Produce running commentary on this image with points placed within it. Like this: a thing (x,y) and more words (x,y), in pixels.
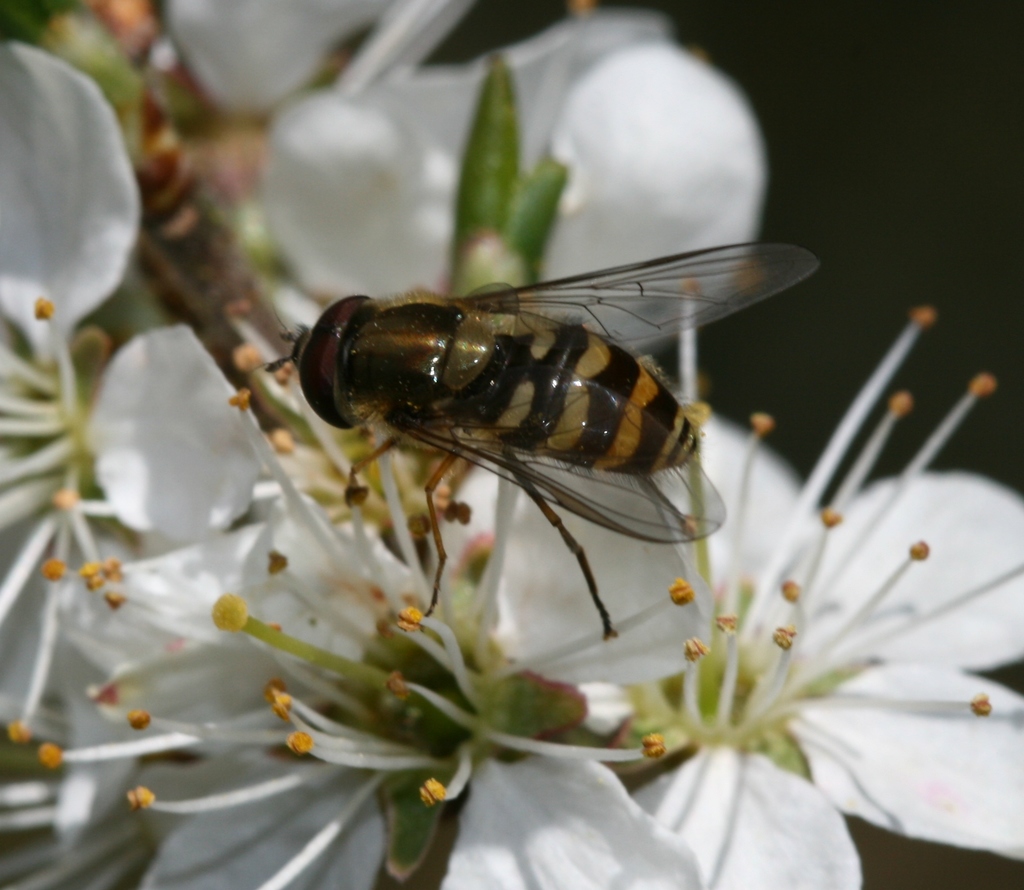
In the image in the center (681,365), we can see few flowers (600,634), which are in white color. On the flower (447,666), we can see one insect (381,414), which is in black color.
